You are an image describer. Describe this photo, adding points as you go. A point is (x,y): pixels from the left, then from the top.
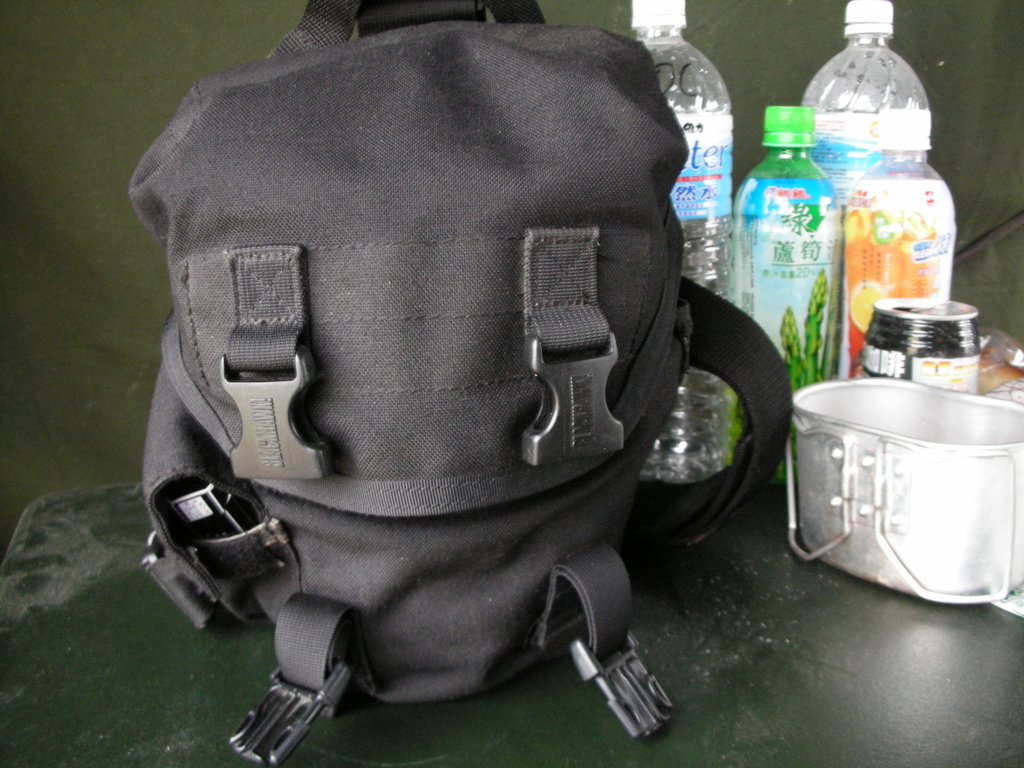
In this image I can see a bag (529,346), few bottles (787,224), a can (973,359) and a utensil (904,438).
